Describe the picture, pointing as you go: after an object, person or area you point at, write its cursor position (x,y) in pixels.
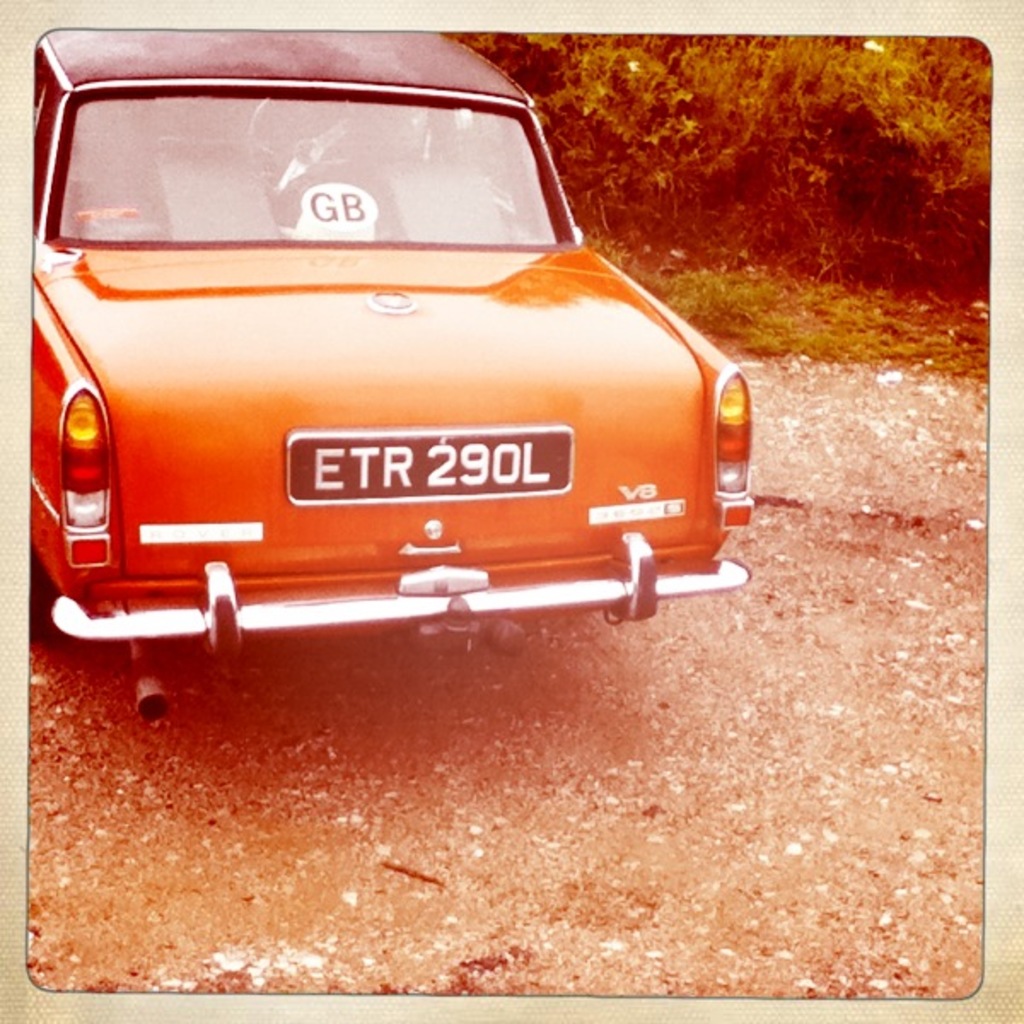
There is a car (245,452) on the ground (952,767). In the background (719,114) there are trees (704,164).
